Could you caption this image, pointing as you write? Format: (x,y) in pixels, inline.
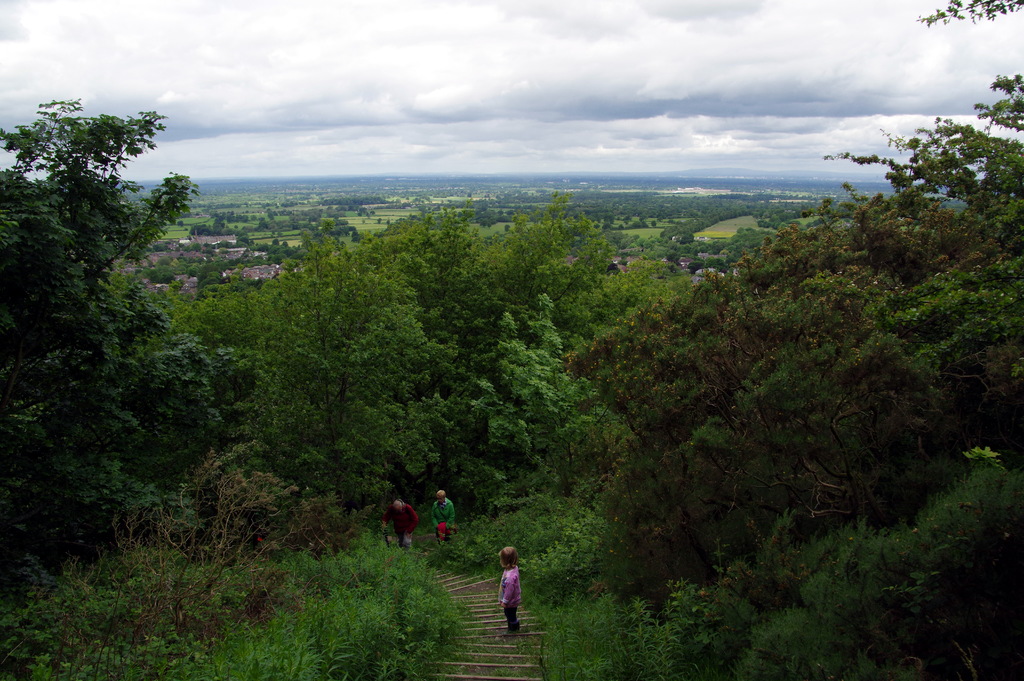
This image is taken outdoors. At the top of the image (65,41) there is a sky (576,97) with clouds (767,98). At the bottom of the image (387,627) there are a few plants (208,564) and trees (858,511) and there are a few stairs (484,624). There are three people (398,509) on the stairs (505,648). In the middle of the image (585,364) there are many trees (257,352) and plants (995,231).
